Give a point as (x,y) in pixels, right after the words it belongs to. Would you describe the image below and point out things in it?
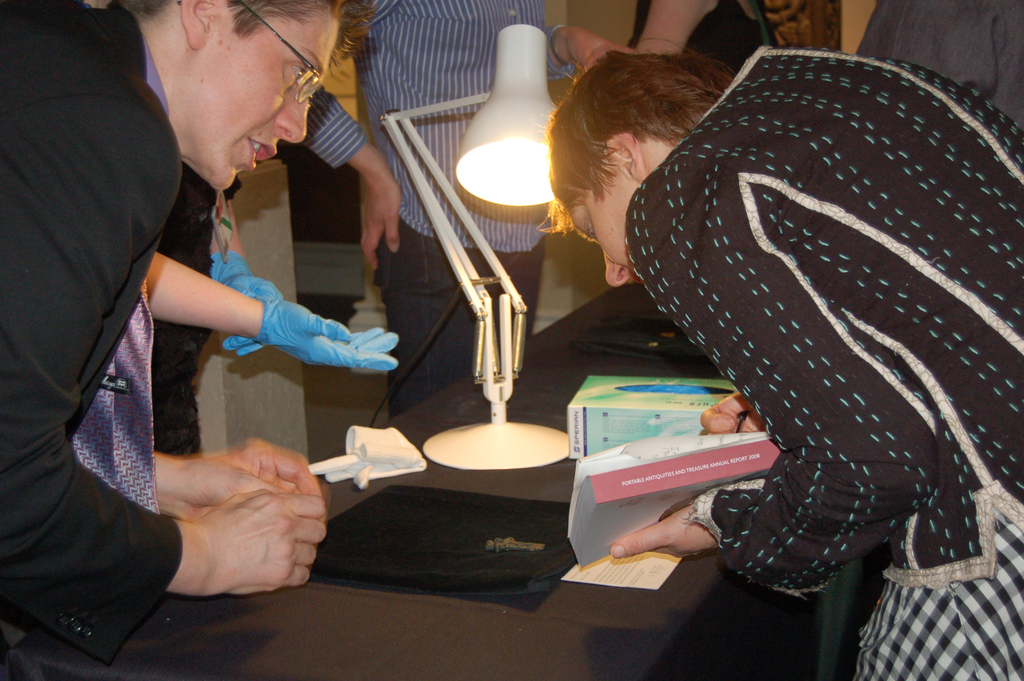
In this image there are some people (43,233) standing around the table (579,380) where we can see there is a lamp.
